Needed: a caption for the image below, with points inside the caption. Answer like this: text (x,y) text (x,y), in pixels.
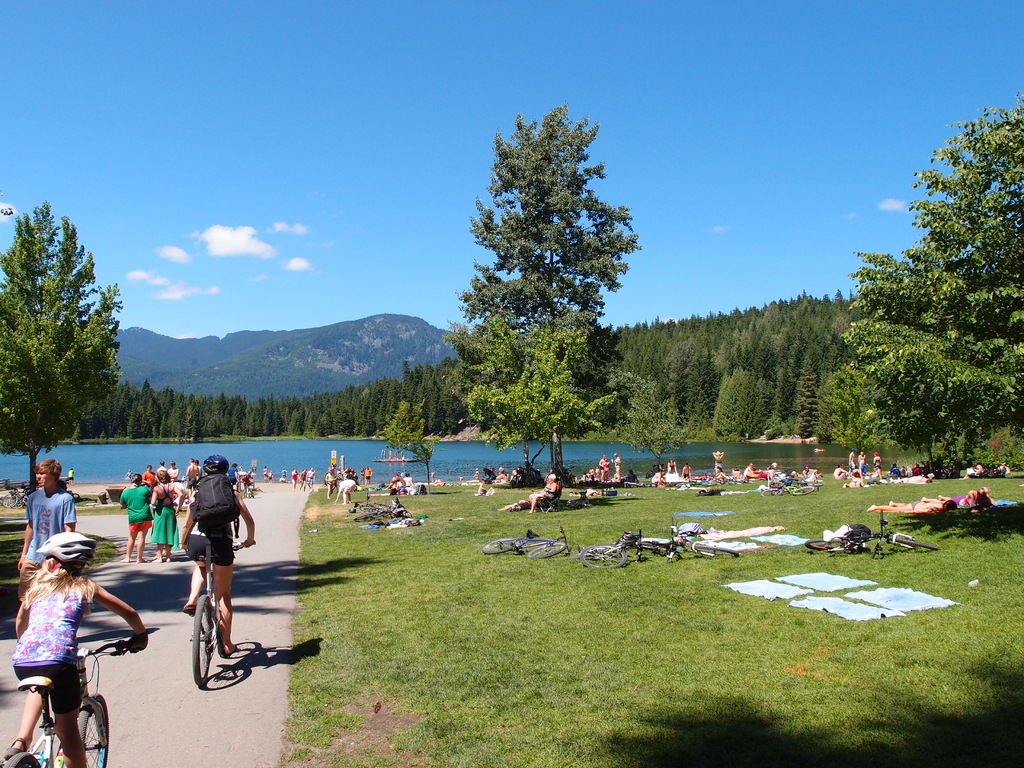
In this image there is a ground (648,527) on the right side (715,572). On the ground (696,560) there are so many people (841,466). In the background (418,374) there are trees (621,338). At the top (612,82) there is the sky (576,93). On the left side (156,599) there is a road (156,599) on which there are few people (169,509) walking, while other two people (225,600) are cycling.
